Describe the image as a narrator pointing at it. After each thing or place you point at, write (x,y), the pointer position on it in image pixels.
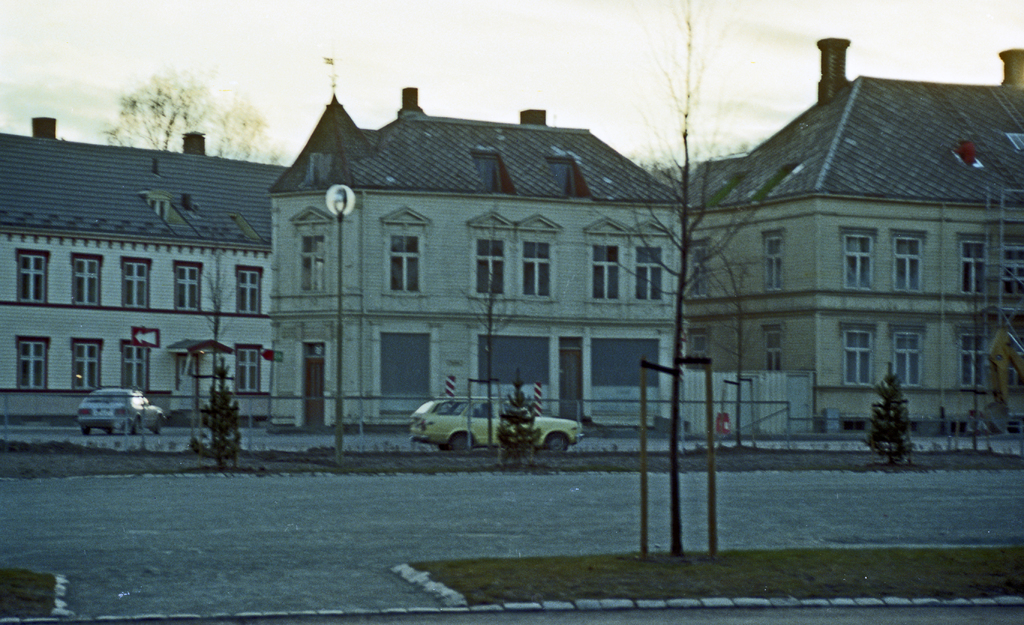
In this picture we can see vehicles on the road (335,550) and in the background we can see buildings (871,156), trees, poles (643,501) and the sky (949,30).
